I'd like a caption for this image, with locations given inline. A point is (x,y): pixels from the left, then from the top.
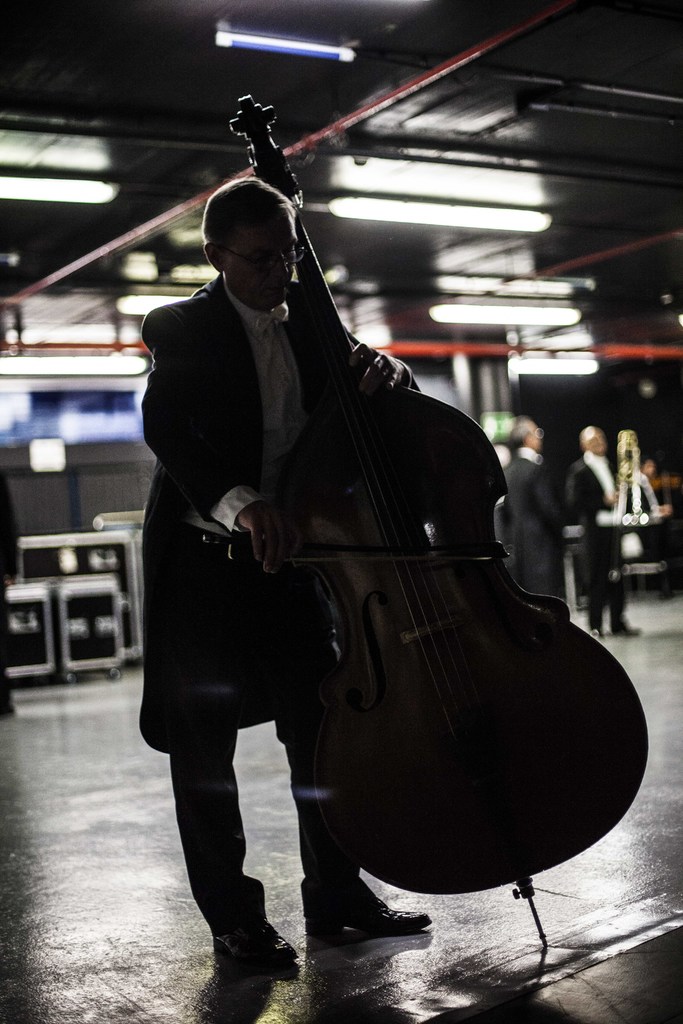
In this image, there is an inside view of a building (600,188). There is a person (259,245) standing and playing a musical instrument (361,527). This person (275,461) is wearing clothes (186,649) and footwear (419,921). There are two persons (537,488) on the right side of the image (516,495). There are some lights (67,370) at the top (393,215).
